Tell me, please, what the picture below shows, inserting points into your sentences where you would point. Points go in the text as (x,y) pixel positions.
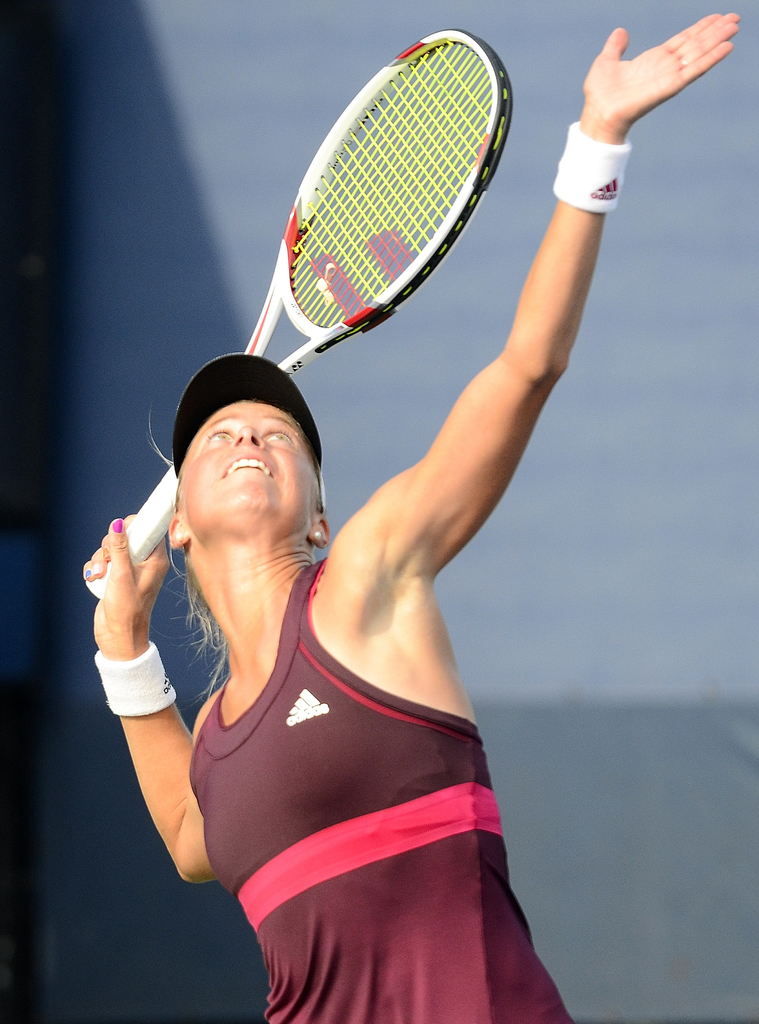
In the middle of the image (259,558) a woman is standing and holding a tennis racket (394,63). Behind her there is wall (77,63).
